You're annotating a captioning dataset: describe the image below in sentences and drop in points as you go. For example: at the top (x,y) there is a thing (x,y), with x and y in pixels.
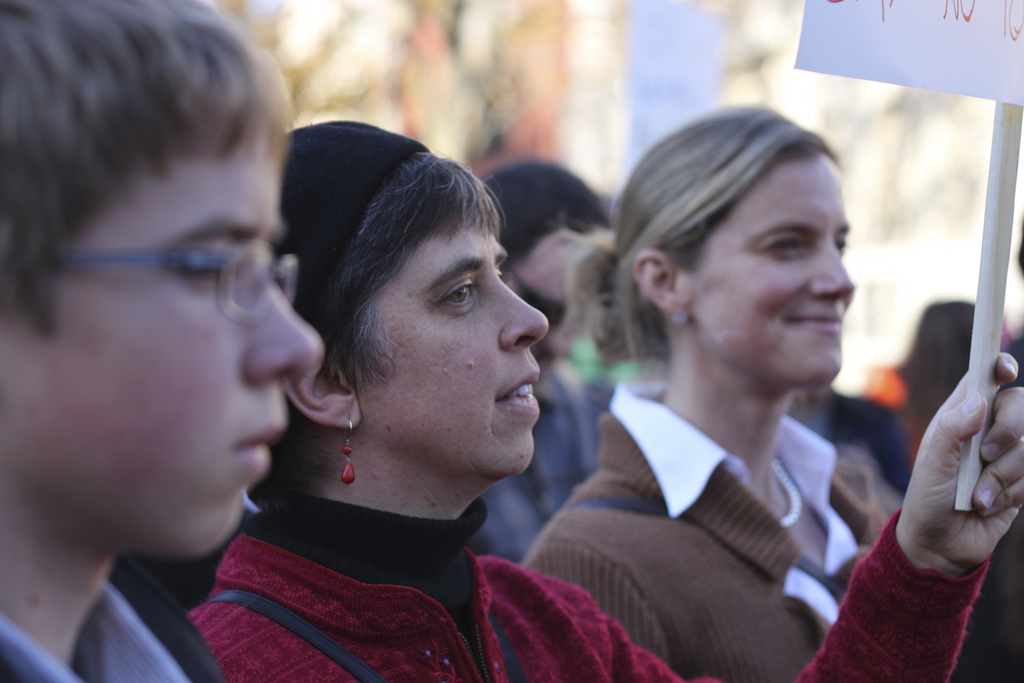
In the image we can see there are many people (512,415) wearing clothes (484,501). Here we can see the person (169,371) wearing spectacles (237,268) and the other person (355,415) is wearing earrings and a cap (333,247). We can even see a board (954,65) with the pole (982,286) and the background (894,403) is blurred.
